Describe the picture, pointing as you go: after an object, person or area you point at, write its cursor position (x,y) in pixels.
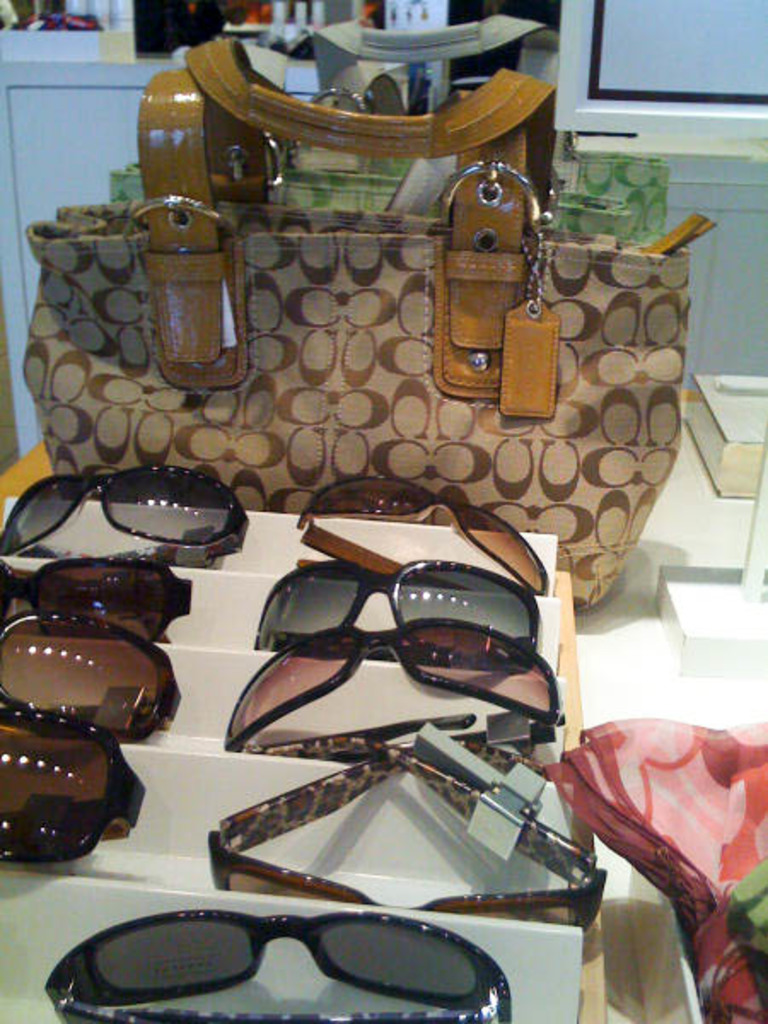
There is a table (706,464). There is a bag (648,313), spectacle (199,919), cloth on a table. We can see the background there is a cupboard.
